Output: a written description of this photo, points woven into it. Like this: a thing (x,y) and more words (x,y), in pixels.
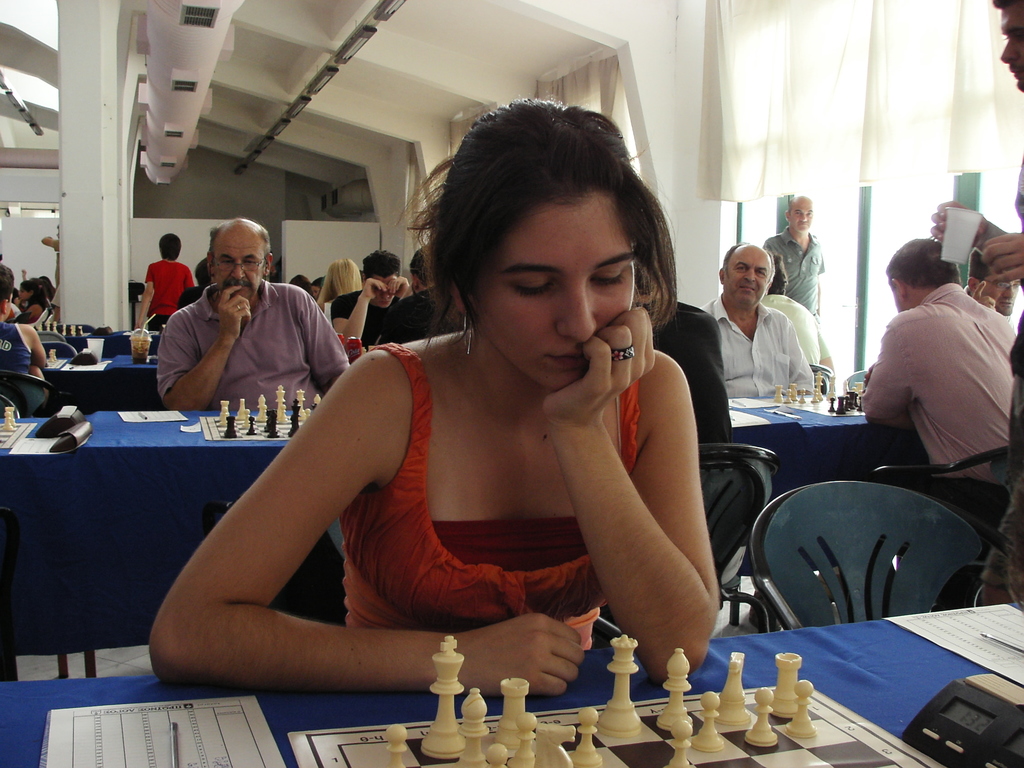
The women (405,503) wearing a red dress (403,511) is playing chess (455,692) which is placed on a table (462,718) with a blue mat (458,706) on it and there are also many other person's (295,300) playing chess in her background (269,312).
